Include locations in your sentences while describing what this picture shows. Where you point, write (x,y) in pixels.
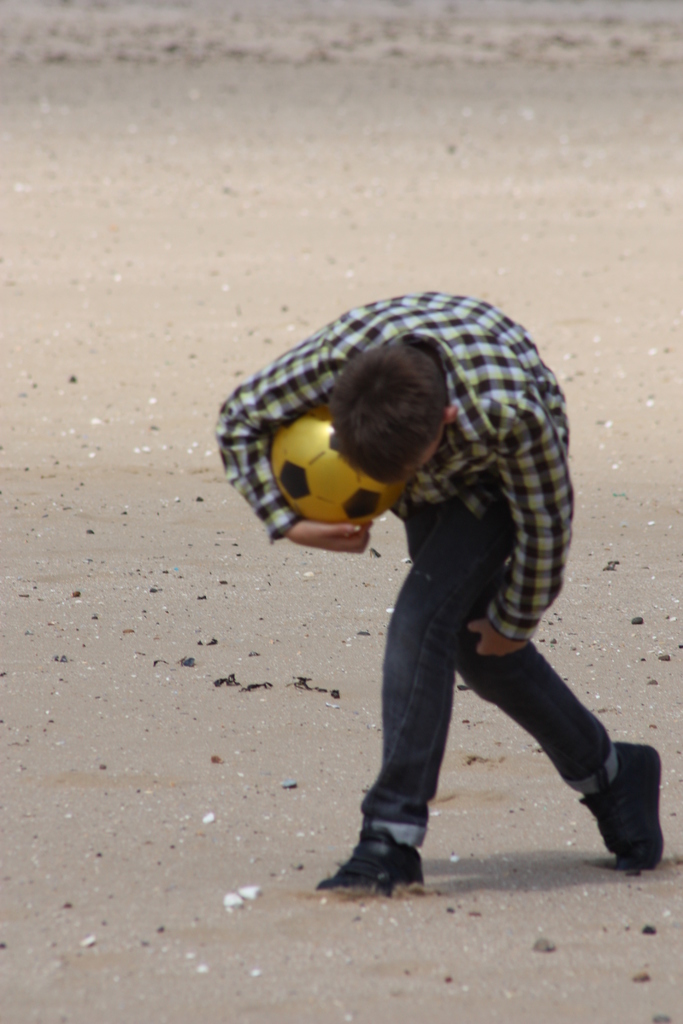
As we can see in the image there is a ground (130,452) and a boy (426,518) holding yellow color ball (325,499).
